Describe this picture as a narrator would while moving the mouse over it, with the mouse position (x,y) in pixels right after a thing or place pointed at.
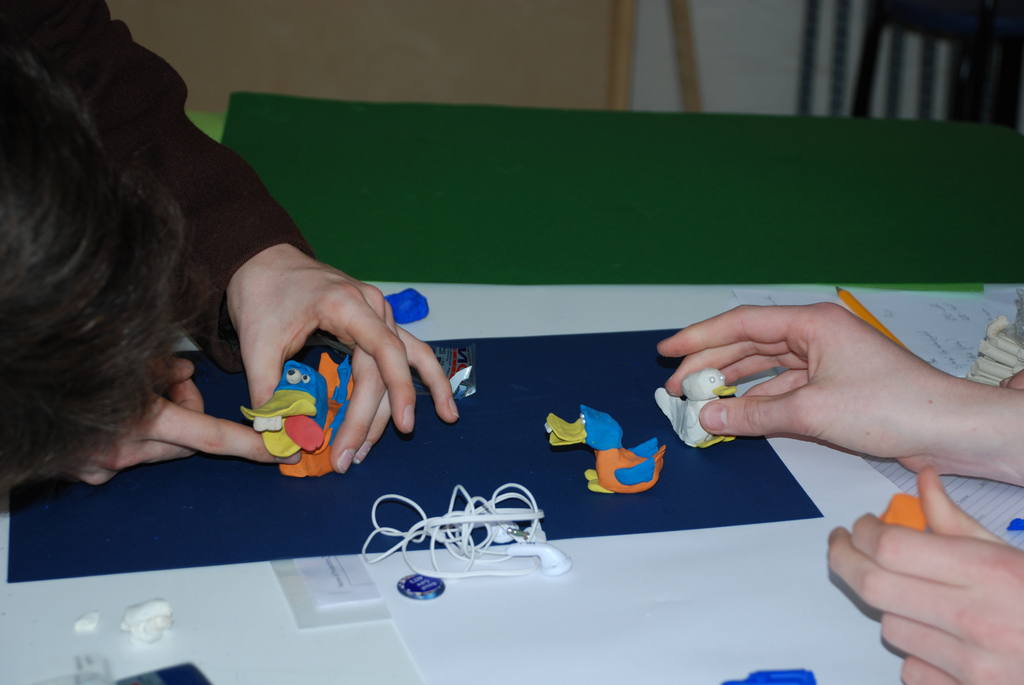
In this image in the front (615,527) there is a table (582,560), on the table (614,625) there are toys (298,427), there are wires (441,526) and there are persons (705,419) holding toys (328,431) in their hands (728,377). On the right side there are papers (965,359). In the background (669,184) there is a sheet (618,197) which is green in colour and there is a wall (733,58) and on the wall (645,48) there is a board (546,44) which is cream in colour.
